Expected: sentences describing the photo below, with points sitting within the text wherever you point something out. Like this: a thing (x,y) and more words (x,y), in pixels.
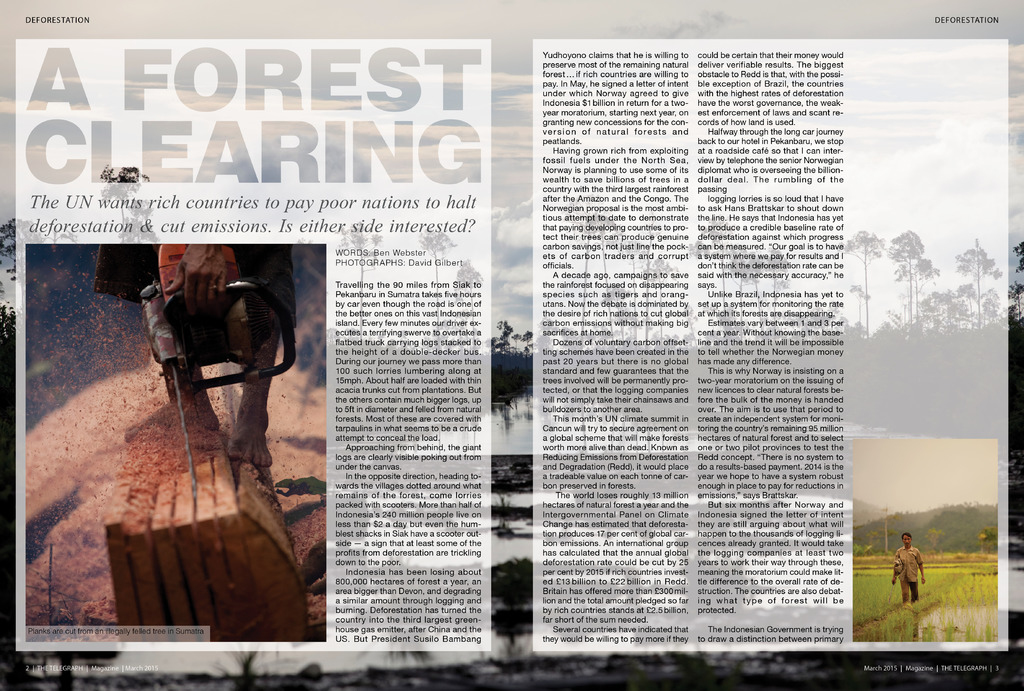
In this image we can see a poster (385,452) with text (613,477). Also we can see images (892,544) of person (906,547) walking in the paddy field (937,590), trees (929,541), sky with clouds (435,212), person (251,458) cutting wood (210,581) with machine (180,403) and water (299,657).
